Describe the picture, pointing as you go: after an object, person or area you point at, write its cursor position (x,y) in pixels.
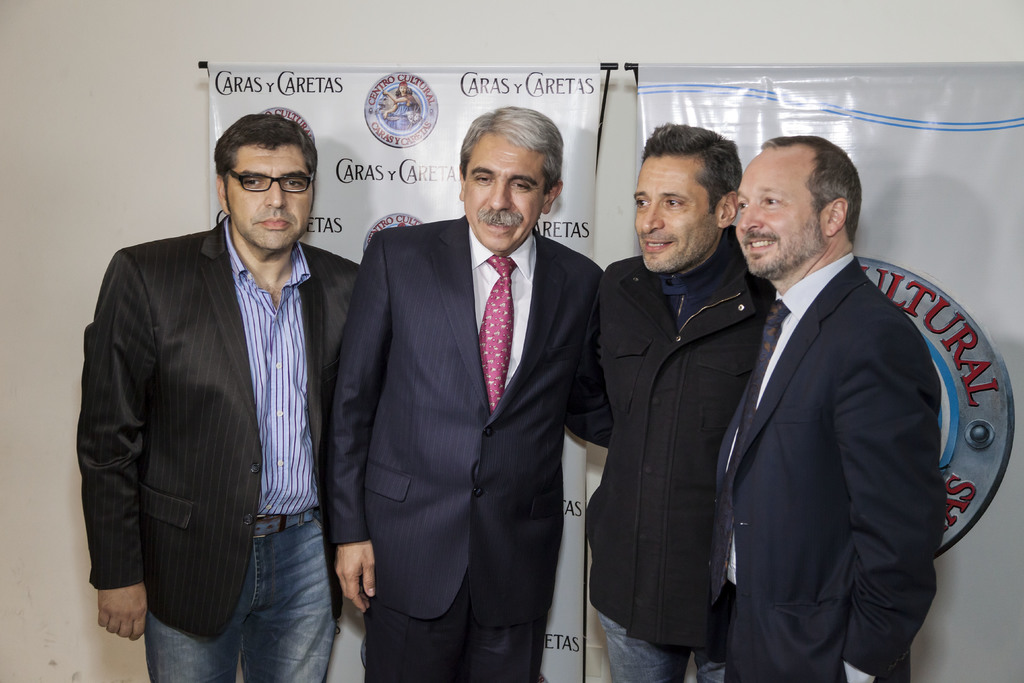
In this picture I can see four persons (452,428) standing, there are banners (1004,231), and in the background (52,189) there is a wall (63,384).
